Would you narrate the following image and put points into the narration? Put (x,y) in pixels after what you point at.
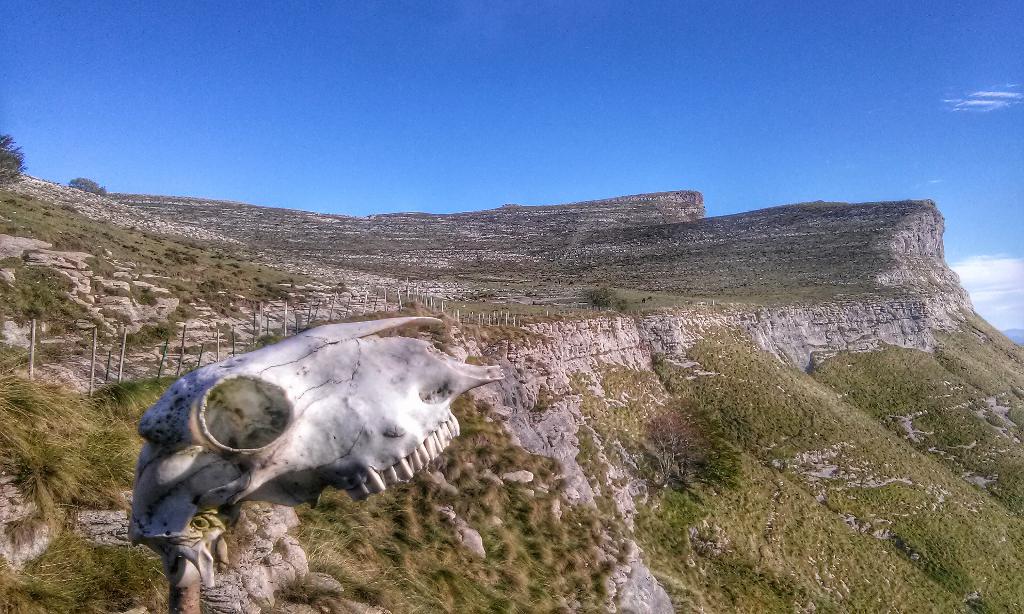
There is a hill (442,259) with some greenery (682,429) and there is an animal skull (196,455) beside the hill (253,558) and there is some fencing (296,309) beside the skull (374,398).
